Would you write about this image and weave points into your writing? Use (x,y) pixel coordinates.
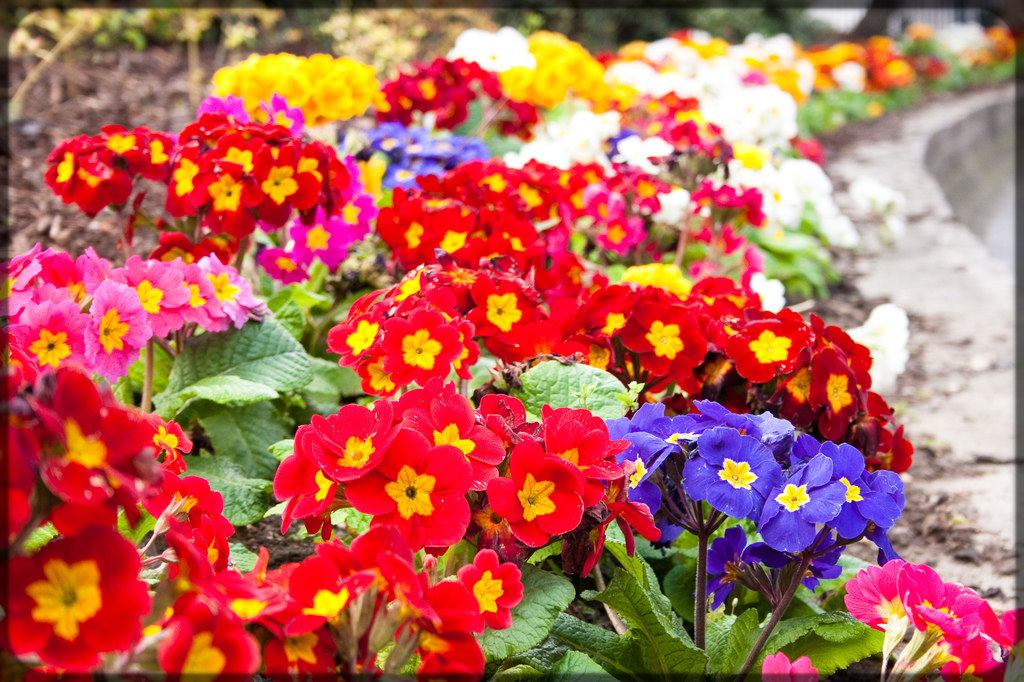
In this picture I can see some flowers (328,424) to the plants (384,368).
